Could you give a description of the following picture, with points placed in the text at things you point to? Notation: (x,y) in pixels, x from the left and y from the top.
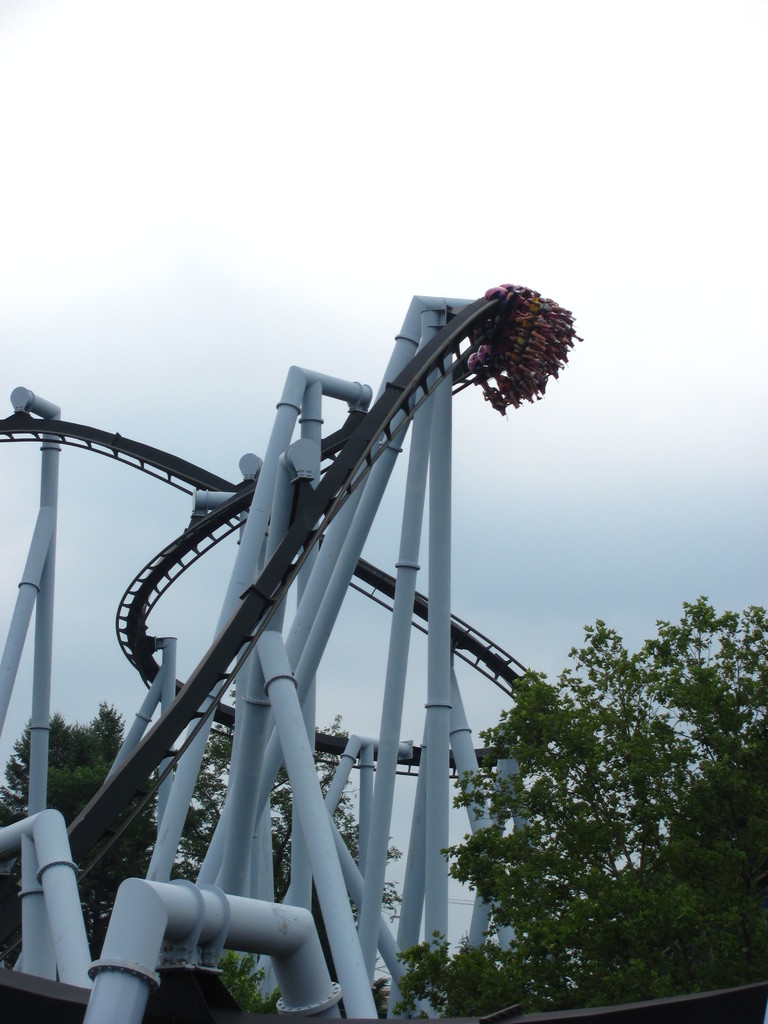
In this picture I can see there is a roller coaster ride (312,528) and it has a iron frame (298,516) and there are some people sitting in the ride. In the backdrop (626,716) there are some trees (670,909) and the sky (196,158) is cloudy.
